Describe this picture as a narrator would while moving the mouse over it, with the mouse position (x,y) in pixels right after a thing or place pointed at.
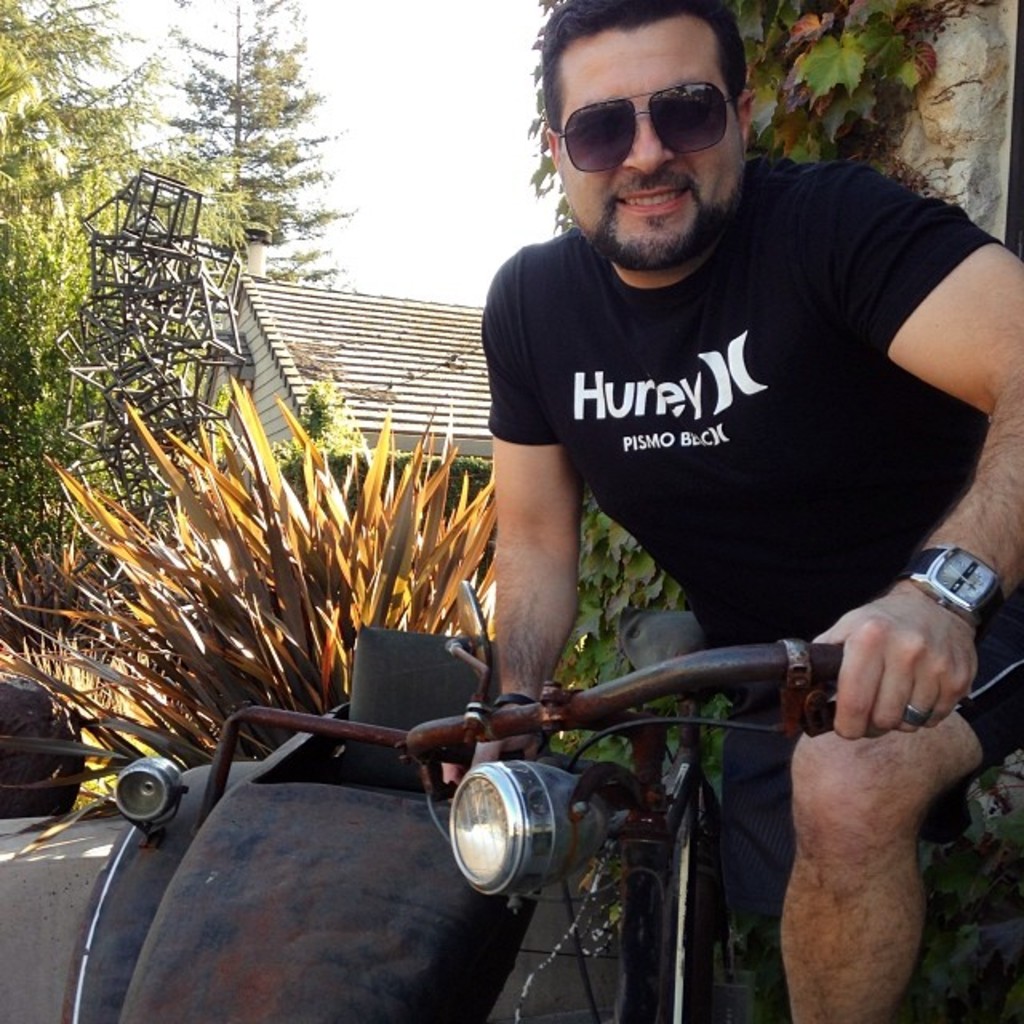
This picture shows a man (647,63) holding a bicycle (674,934) in his hand (891,627) and we see a house (417,307) and few trees (255,144) and a plant (262,645).
